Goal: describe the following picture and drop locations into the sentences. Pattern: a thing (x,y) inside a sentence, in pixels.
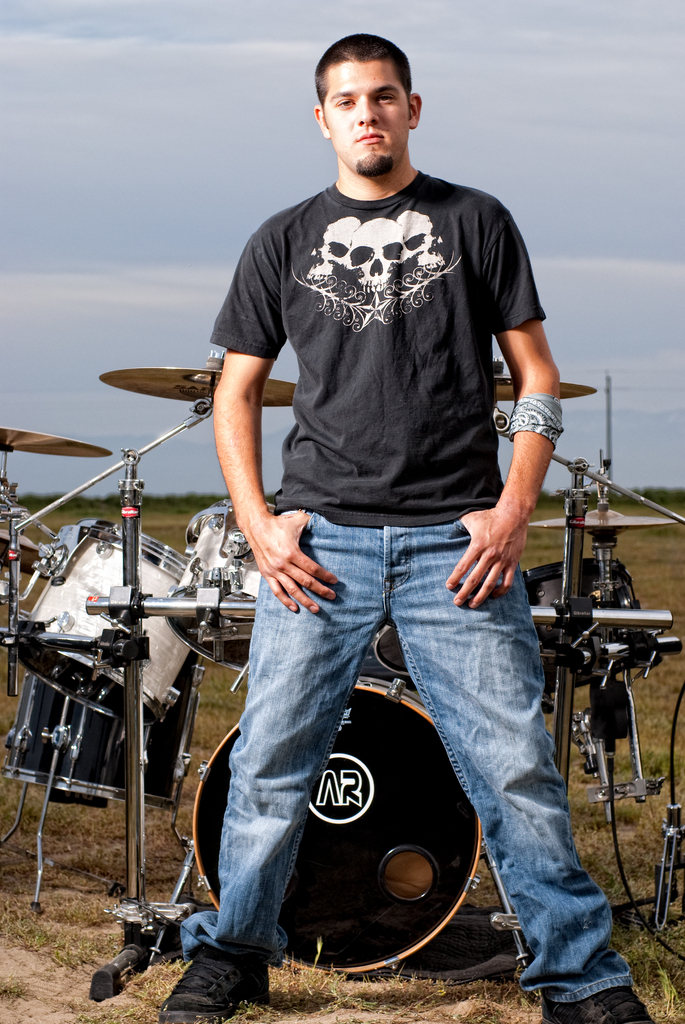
In this image there is one person (321,548) who is standing and he is wearing black shirt (447,438) and black shoes (240,972) on the background (247,74) there is sky (605,162) on the bottom (112,876) there is grass (614,892) behind that person (329,451) there are drums (75,548).
